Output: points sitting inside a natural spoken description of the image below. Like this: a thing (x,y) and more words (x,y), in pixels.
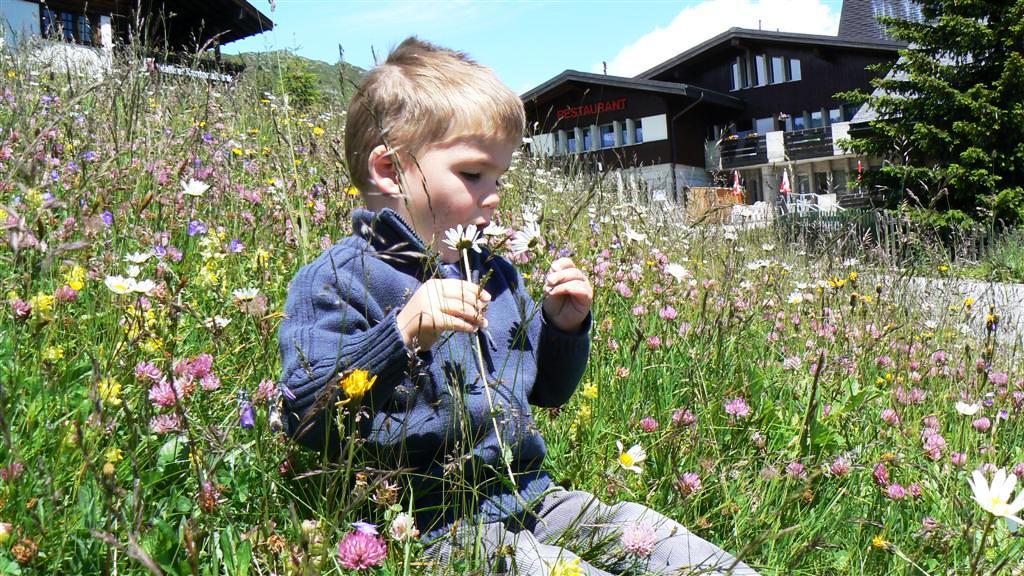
In this picture there is a boy (425,438) sitting and holding the flowers (467,262) and there are flowers (1015,506) on the plants (656,332). At the back (946,144) there are buildings (631,129) and trees (894,109). On the right side of the image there are flags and there is text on the building (569,102). At the top (571,16) there is sky (593,17) and there are clouds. At the bottom (180,434) there is grass (121,519).
